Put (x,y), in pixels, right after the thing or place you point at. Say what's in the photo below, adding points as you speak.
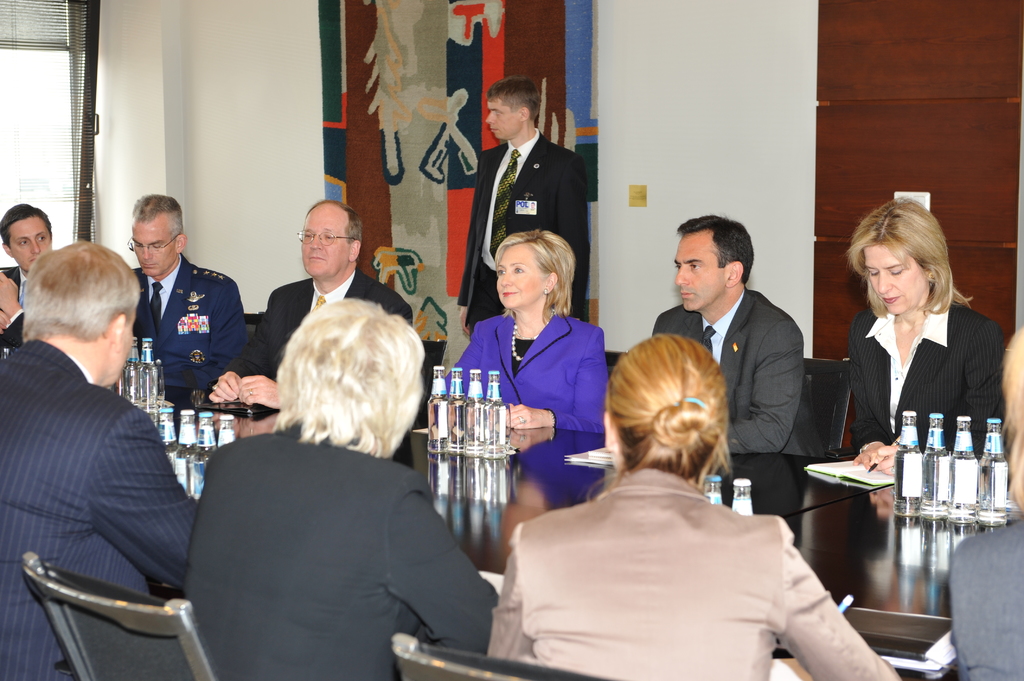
In this picture we can see some persons (693,472) sitting on the chairs (436,648) around the table (936,566) and there are some bottles (958,506) on the table (906,551). Even we can see a person (578,302) standing on the floor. This is the wall (709,132) and there is a glass (70,128).
